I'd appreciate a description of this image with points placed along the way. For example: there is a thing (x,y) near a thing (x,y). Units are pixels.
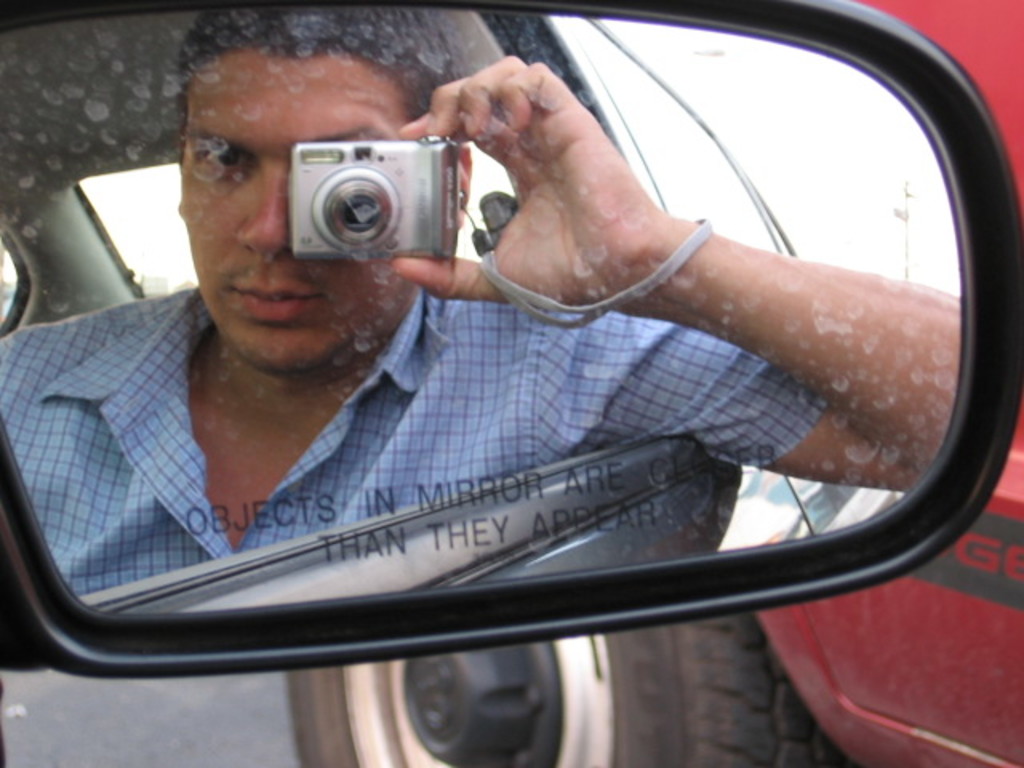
In the image there is a mirror (402,451) we can see a person (359,483) reflecting in the mirror (410,360). He is holding a camera (376,230).
